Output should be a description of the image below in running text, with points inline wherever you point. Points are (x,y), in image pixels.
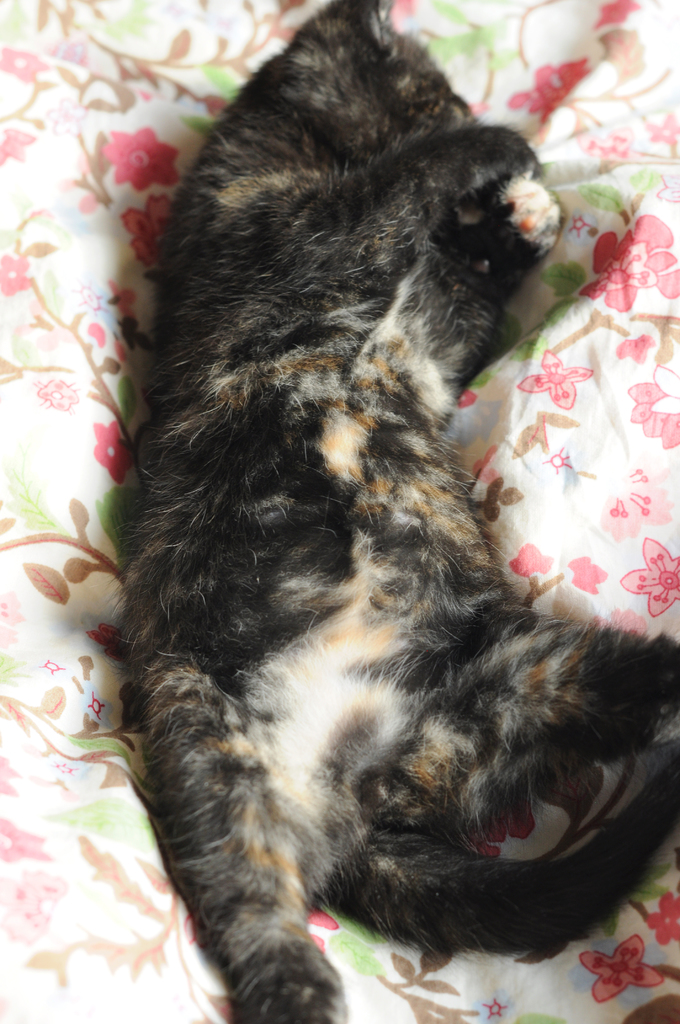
In this picture, there is a cat (426,194) lying on the bed (15,458). It is in black and brown in color.
